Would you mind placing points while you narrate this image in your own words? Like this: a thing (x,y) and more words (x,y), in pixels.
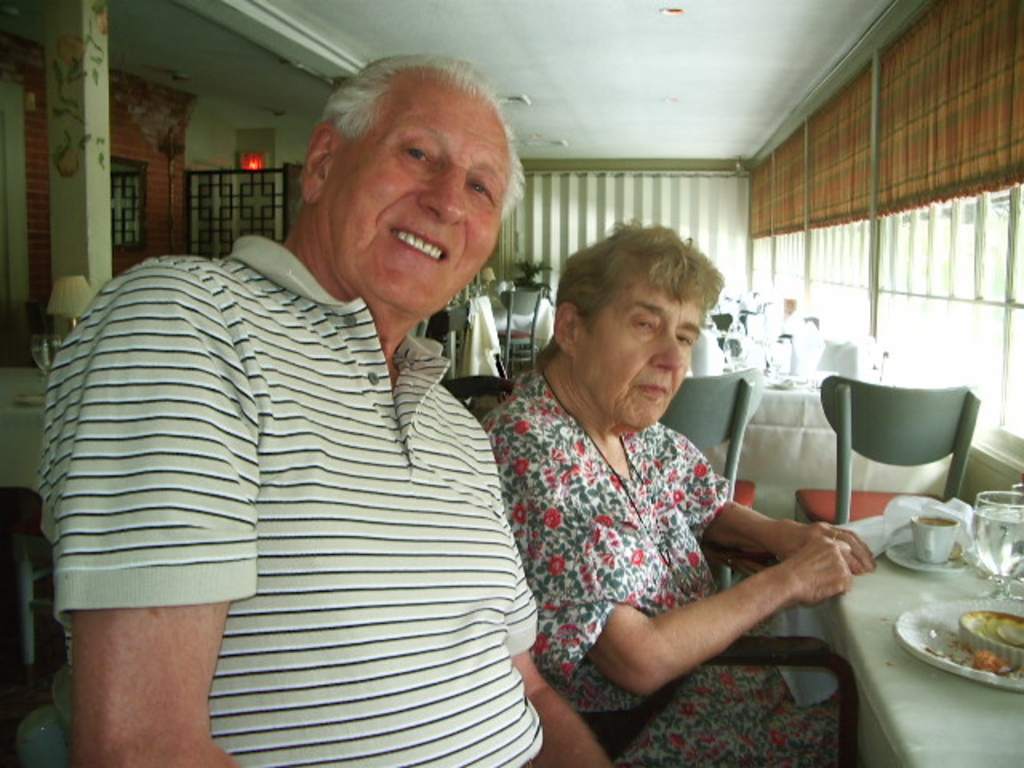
In this image there are two persons (540,497) old woman (626,511) is sitting on a chair (781,663) and the man (297,471) is having smile (432,252) in his face (443,246) in front of them there is a table (904,657) on that table (970,688) there is one plate (953,634) and some food (989,631) in it and cup (924,543) with a saucer (911,544) and a glass (1002,539) filled with water (1014,536). In the background (924,417) there are some chairs (852,419) and table (795,410) covered with white coloured cloth (792,433) and gate (245,198) black colour building (220,205) and stones (165,141) red in colour.
